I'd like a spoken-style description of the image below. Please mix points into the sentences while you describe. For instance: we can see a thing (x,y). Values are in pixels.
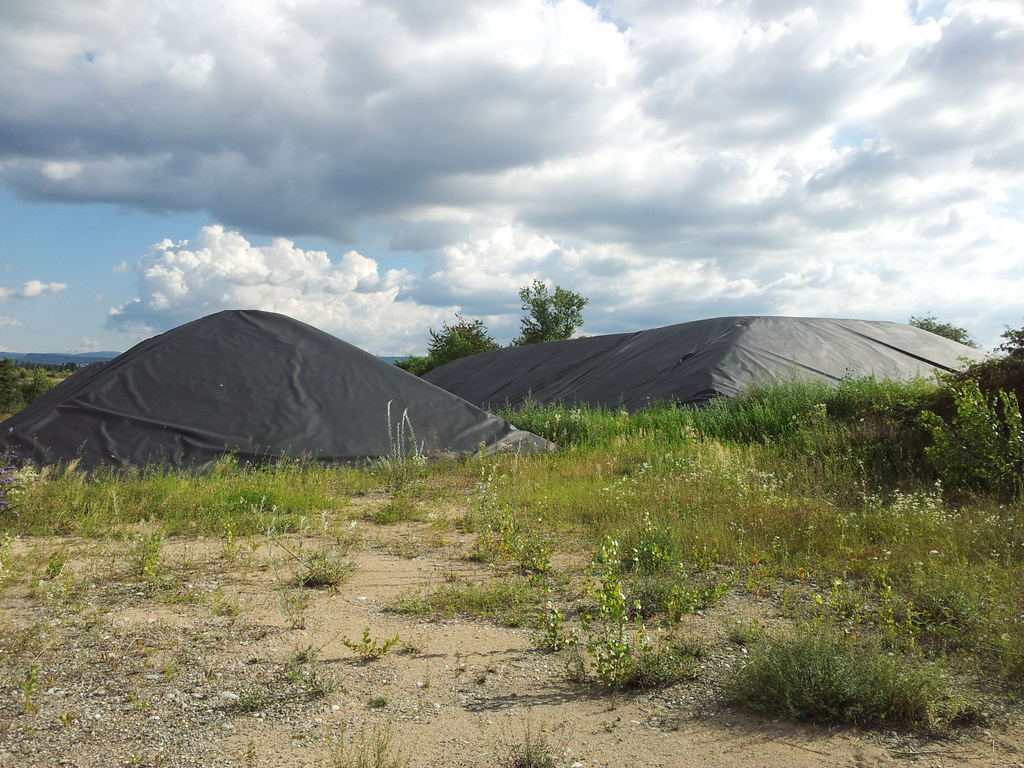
In this image I can see the ground (423,629), some grass (663,566) on the ground (438,633) which is green in color and few black colored sheets (297,391) on the ground (528,406). In the background (463,343) I can see few trees (427,361) and the sky (482,222).
